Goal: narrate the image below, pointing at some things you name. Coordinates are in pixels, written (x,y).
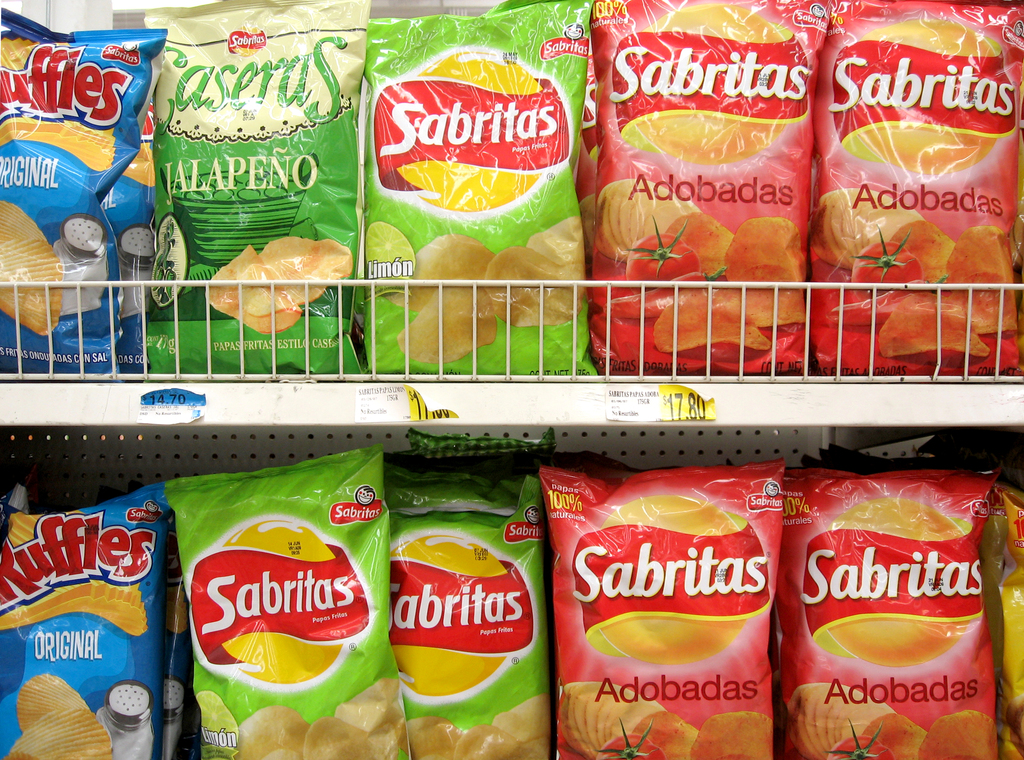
In this image I can see number of chips packets (479,338) on the shelves (484,423). In the centre of this image (651,412) I can see few papers (630,419) and on it I can see something is written.
